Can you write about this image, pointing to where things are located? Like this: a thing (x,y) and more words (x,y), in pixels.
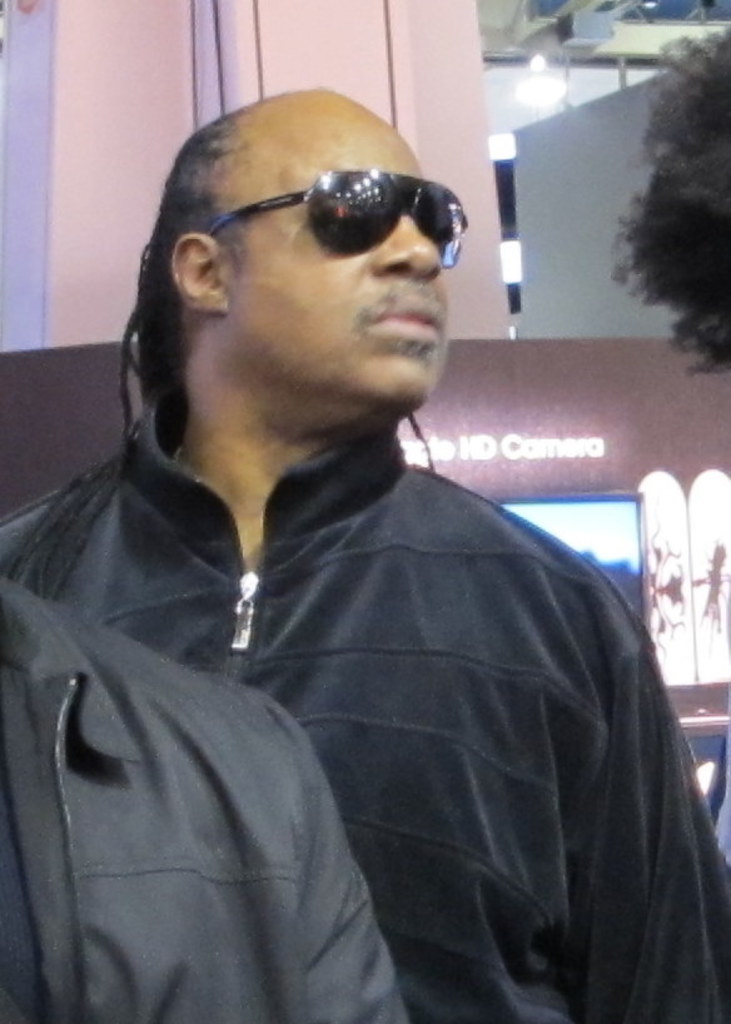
In this picture we can see few people (276,688), and a man (324,429) wore spectacles (338,206), in the background (577,212) we can see a building (543,115), few lights (530,82) and hair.
